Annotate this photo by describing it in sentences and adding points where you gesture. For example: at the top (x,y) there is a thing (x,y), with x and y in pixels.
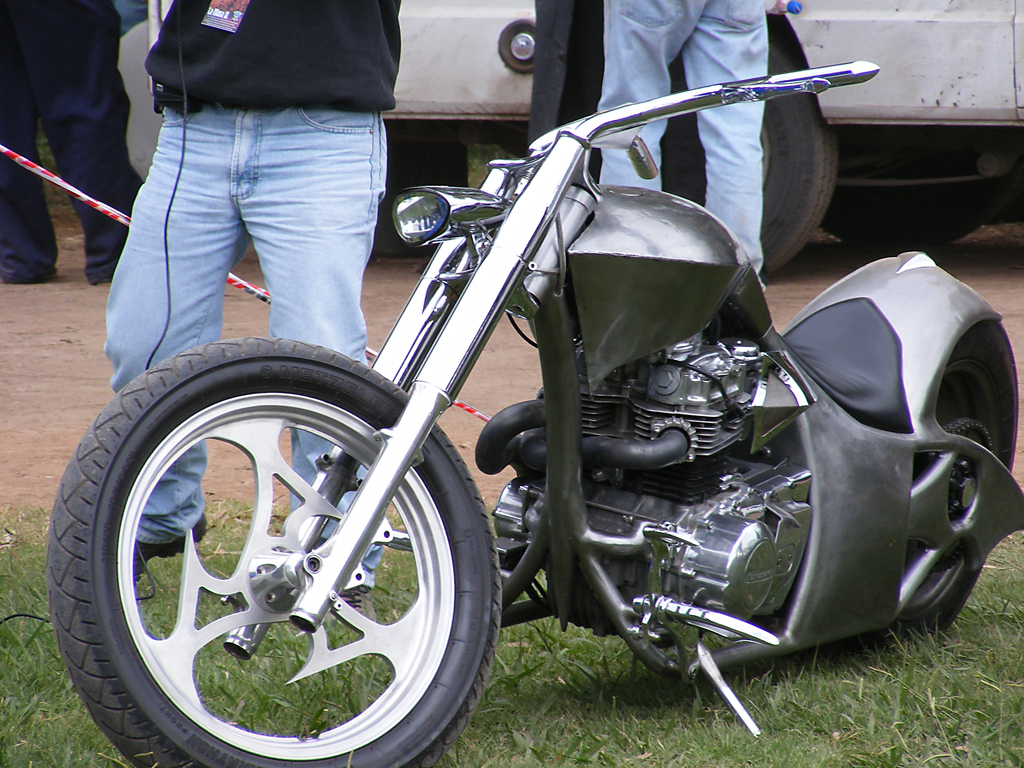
In this picture in the front (571,497) there's grass (603,659) on the ground (603,659), there is a bike (710,422) on the ground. In the background (374,79) there are persons (374,79) standing and there is a car (844,32) and there is a ribbon (69,194) which is red and white in colour.
